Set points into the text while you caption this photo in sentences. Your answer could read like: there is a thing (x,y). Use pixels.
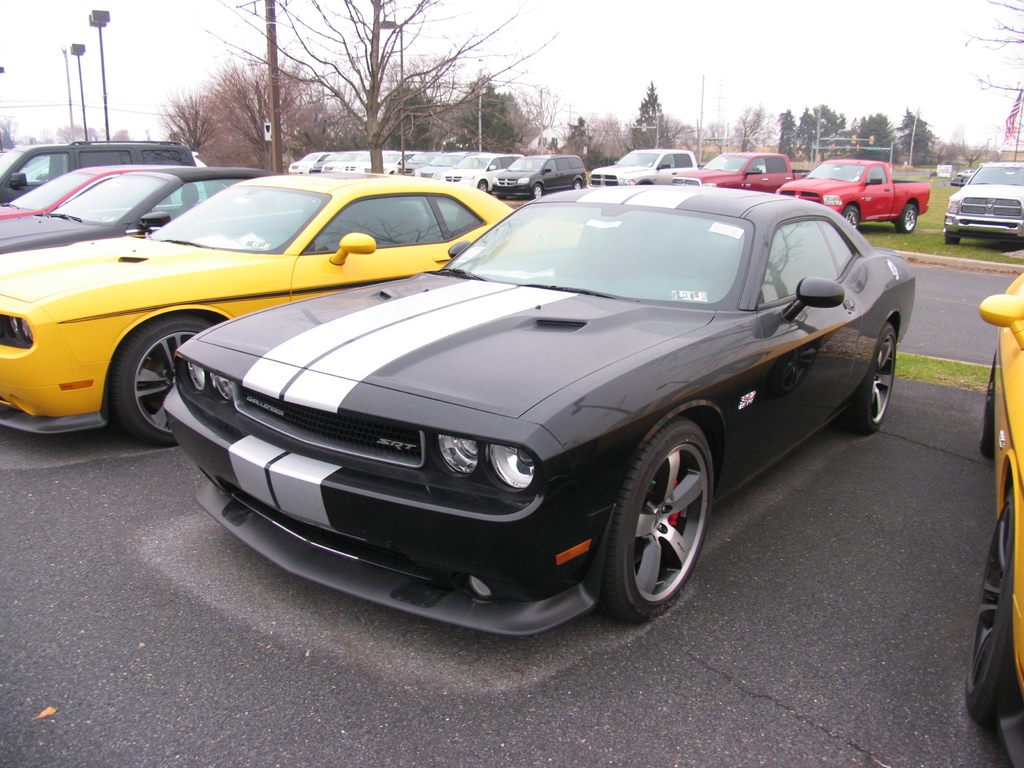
In the picture many cars (199,324) are parked beside the road (986,291) and in between those cars (6,231) there are few trees (394,106).
